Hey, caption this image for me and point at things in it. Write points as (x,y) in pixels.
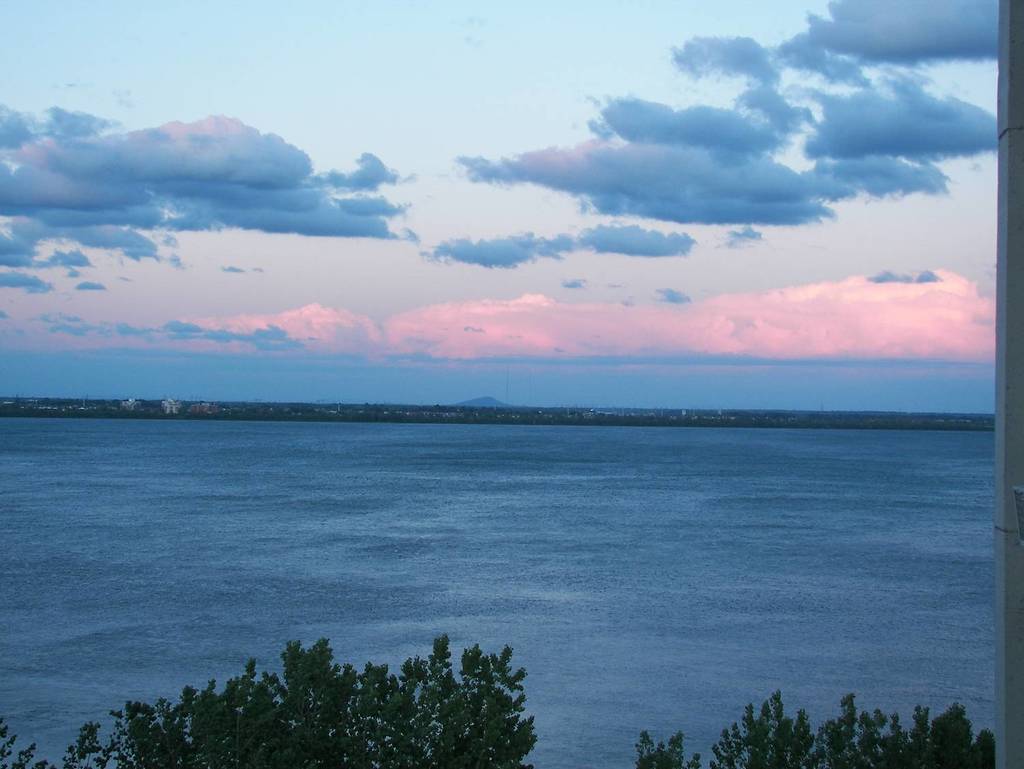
In this image, I can see the trees (375,705) with branches (444,692) and leaves (283,693). Here is the water (204,524) flowing. These are the clouds (116,189) in the sky (830,361). In the background (137,407), I can see the buildings (171,408).
